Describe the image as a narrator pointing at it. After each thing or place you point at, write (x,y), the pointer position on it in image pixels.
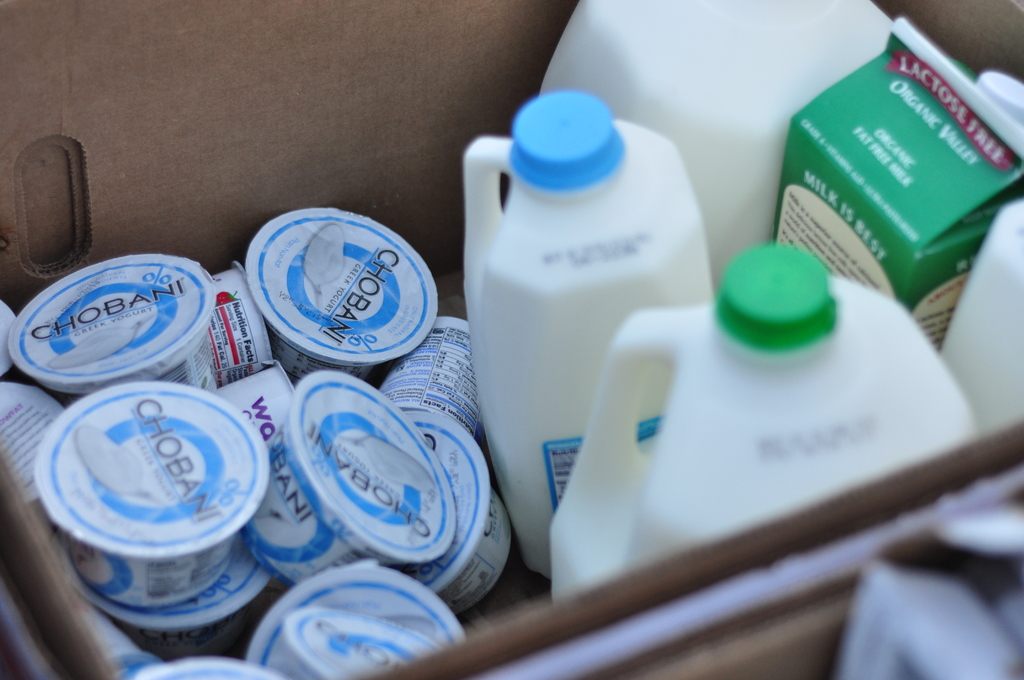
The picture consists of some small boxes (332,450) and some cans (704,388) and tetra pack (906,147) are present in the box (698,569).
